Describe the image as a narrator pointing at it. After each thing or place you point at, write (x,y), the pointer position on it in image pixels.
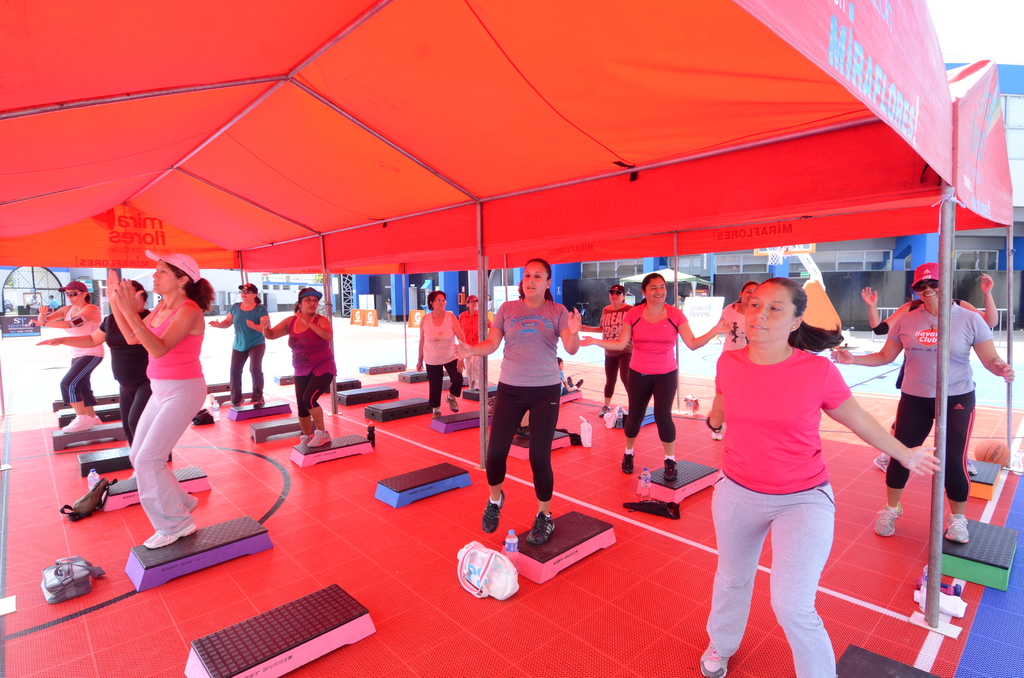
In this image I can see group of people (537,280) doing exercise, at back (370,290) I can see building (740,285) in blue color, tent (680,272) in white color, in front (569,37) I can see roof (506,58) in red color.
